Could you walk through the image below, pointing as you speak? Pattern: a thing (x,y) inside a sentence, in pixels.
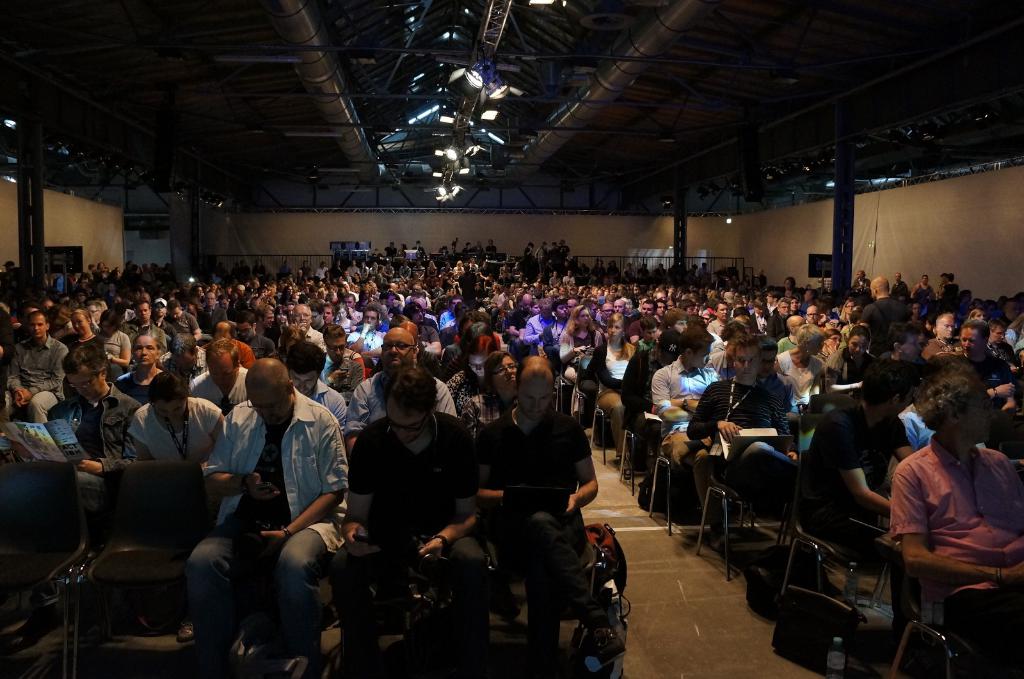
A group of people (385,401) are sitting on the chairs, at the top (483,131) there are focused lights (443,152) to the roof (477,165).
